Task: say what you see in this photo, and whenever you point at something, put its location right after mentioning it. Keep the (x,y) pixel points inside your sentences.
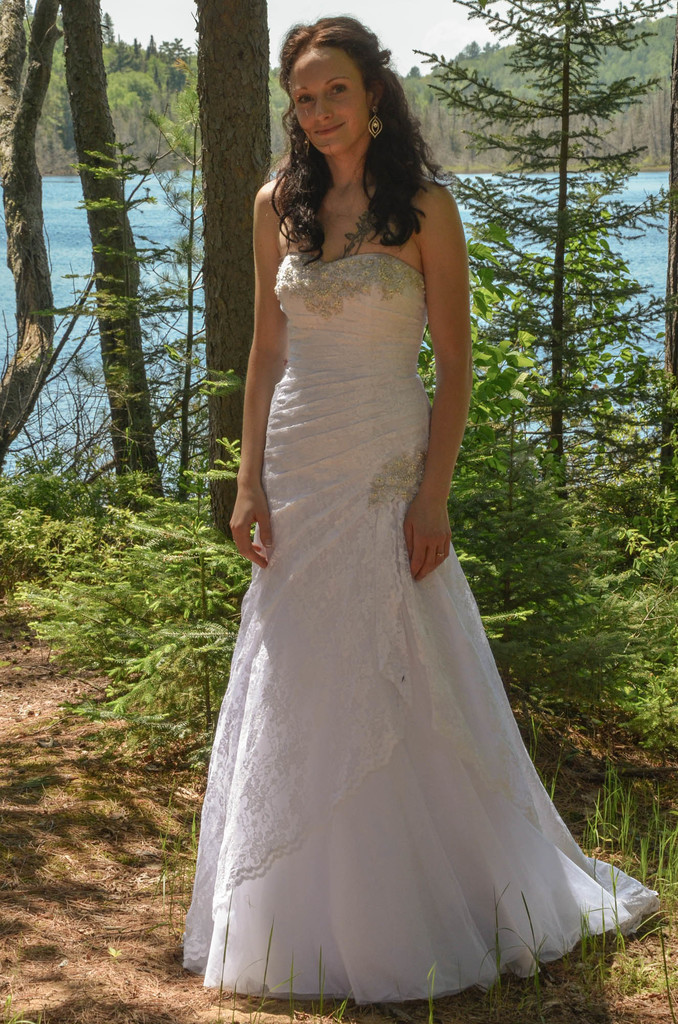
In the center of the image (338,468) we can see a person (371,469) is standing and she is smiling and she is in a long frock (365,648). In the background (397,7), we can see the sky (280,13), hills (506,87), trees (13,187), grass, soil (74,765) and water body (33,430).
